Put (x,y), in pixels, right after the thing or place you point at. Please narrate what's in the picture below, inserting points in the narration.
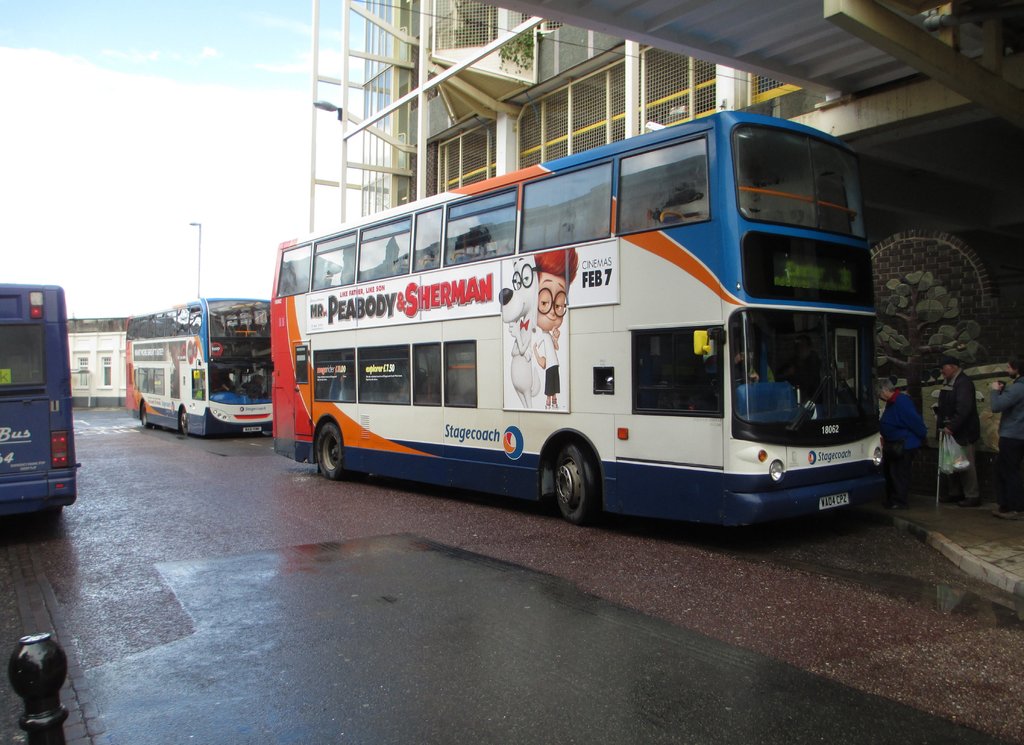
In this image I can see the vehicles (329,462). To the right (901,497) I can see three people (910,447) with different color dresses (909,415). In the background (273,259) I can see the buildings (109,326), pole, clouds (176,175) and the sky (153,50).
